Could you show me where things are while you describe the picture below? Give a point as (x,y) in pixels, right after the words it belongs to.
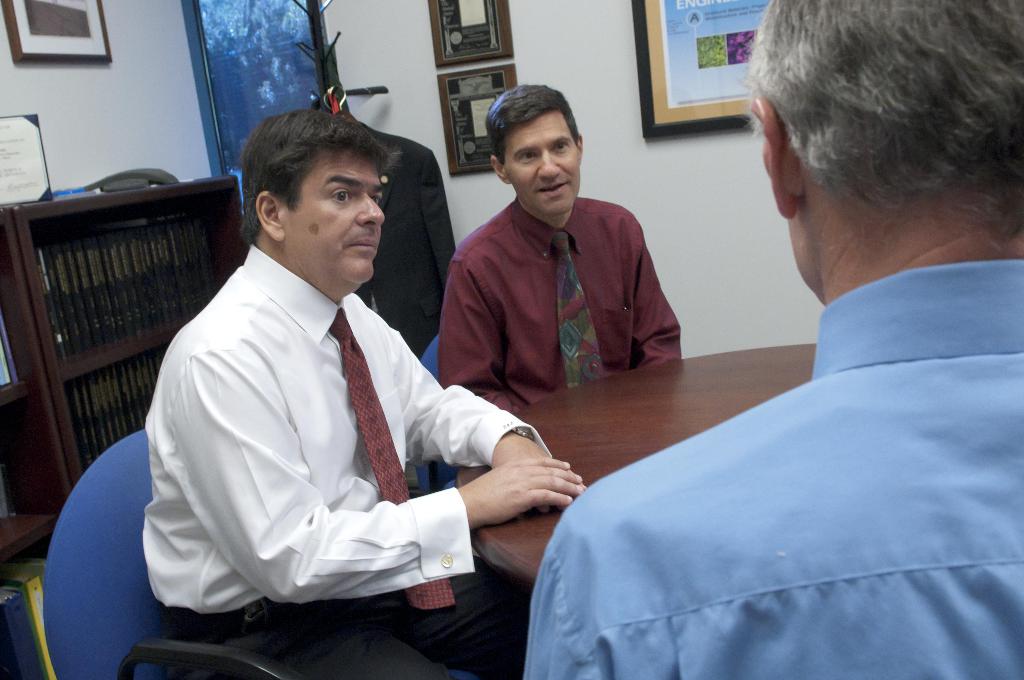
In this picture I can see few people (309,497) are sitting on the chairs (124,567) in front of the table (571,430), around there are some frames (440,75) to the wall (557,29).
